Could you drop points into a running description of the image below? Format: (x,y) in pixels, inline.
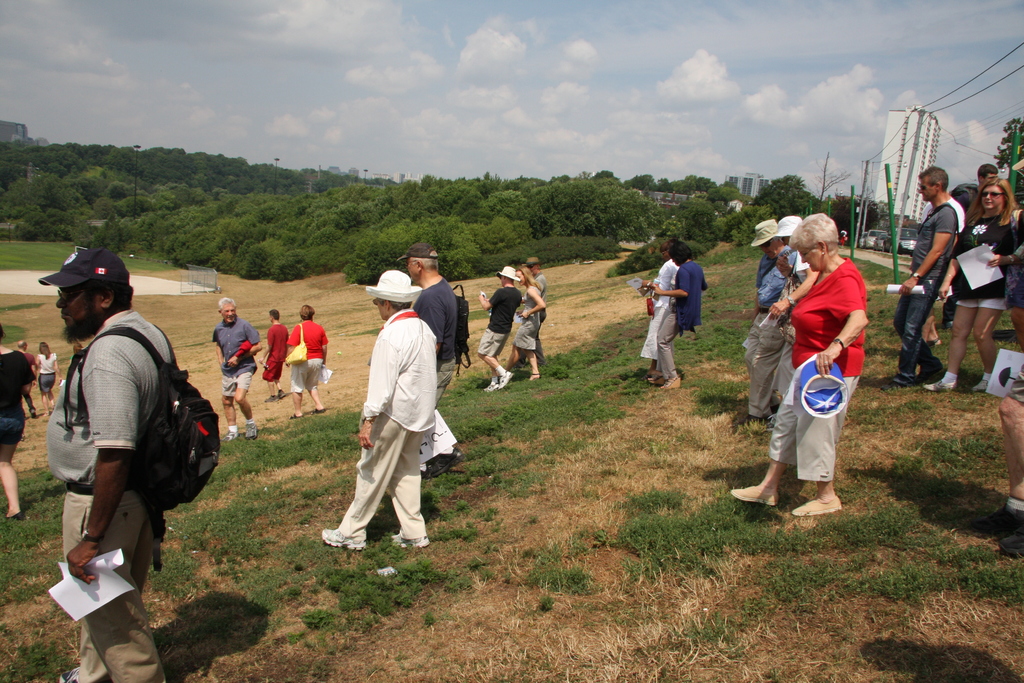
In this image we can see a group of persons (390,406) walking and among them few persons (821,422) are holding objects (176,424). We can see the grass (647,471). Behind the persons (373,406) we can see a group of trees (194,225). In the top right (901,147), we can see trees (1013,129), buildings (901,147) and the wires (953,103). At the top (459,105) we can see the sky (383,105).
